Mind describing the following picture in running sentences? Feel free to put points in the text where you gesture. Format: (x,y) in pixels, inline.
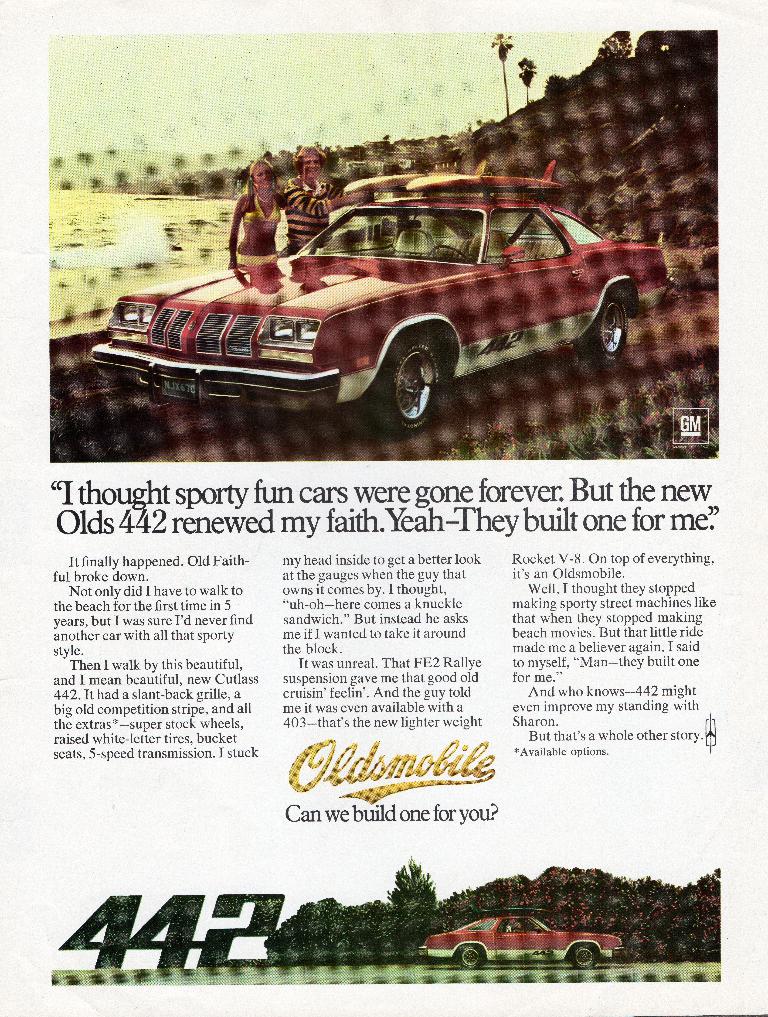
This looks like a paper (253,625). I think this is a picture (229,366) of a car (300,259) and two people (288,223) standing near the seashore (119,215). This looks like a hill (600,114). These are the trees (399,148) and houses (392,149). This is the water (115,233). I can see the letters (318,654) on the paper (543,778).
